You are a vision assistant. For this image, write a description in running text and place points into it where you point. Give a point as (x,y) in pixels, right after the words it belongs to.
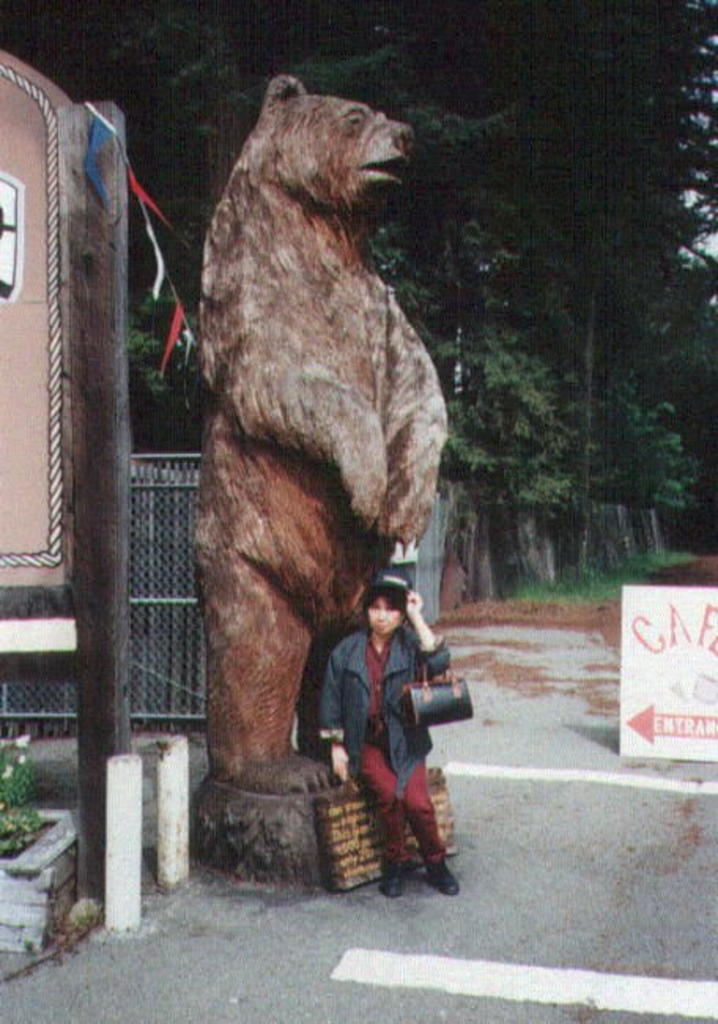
As we can see in the image there is a woman (398,735) wearing blue color jacket (355,702) and sitting. There are banners (702,712), fence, bear statue (278,548) and trees (480,83).
